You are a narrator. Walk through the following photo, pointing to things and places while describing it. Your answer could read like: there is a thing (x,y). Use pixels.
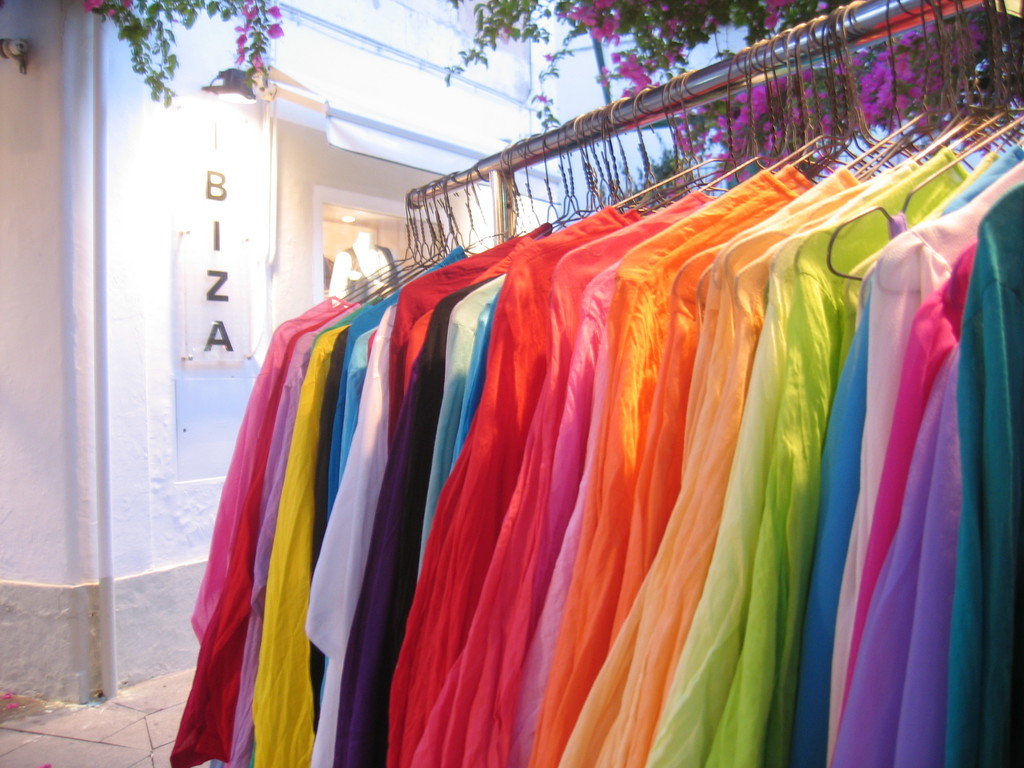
In this image I can see number of colorful clothes (693,454) are hanged to the metal rod (864,29). In the background (724,147) I can see few trees (791,14), few pink colored flowers (822,10), a building (403,95), a light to the building (196,133) and a mannequin (365,263).
